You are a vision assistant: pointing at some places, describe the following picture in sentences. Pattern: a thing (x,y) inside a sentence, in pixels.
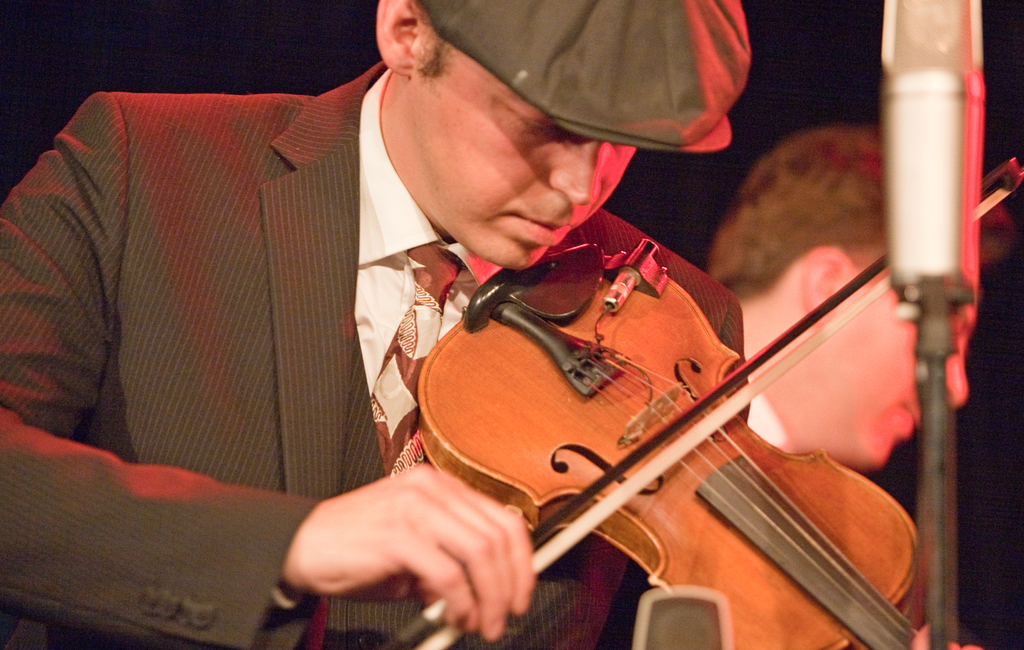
In this image we can see two people (829,272), a person (690,46) is playing a violin (862,487) and in front of the person (81,393) there is a mic (961,265).
